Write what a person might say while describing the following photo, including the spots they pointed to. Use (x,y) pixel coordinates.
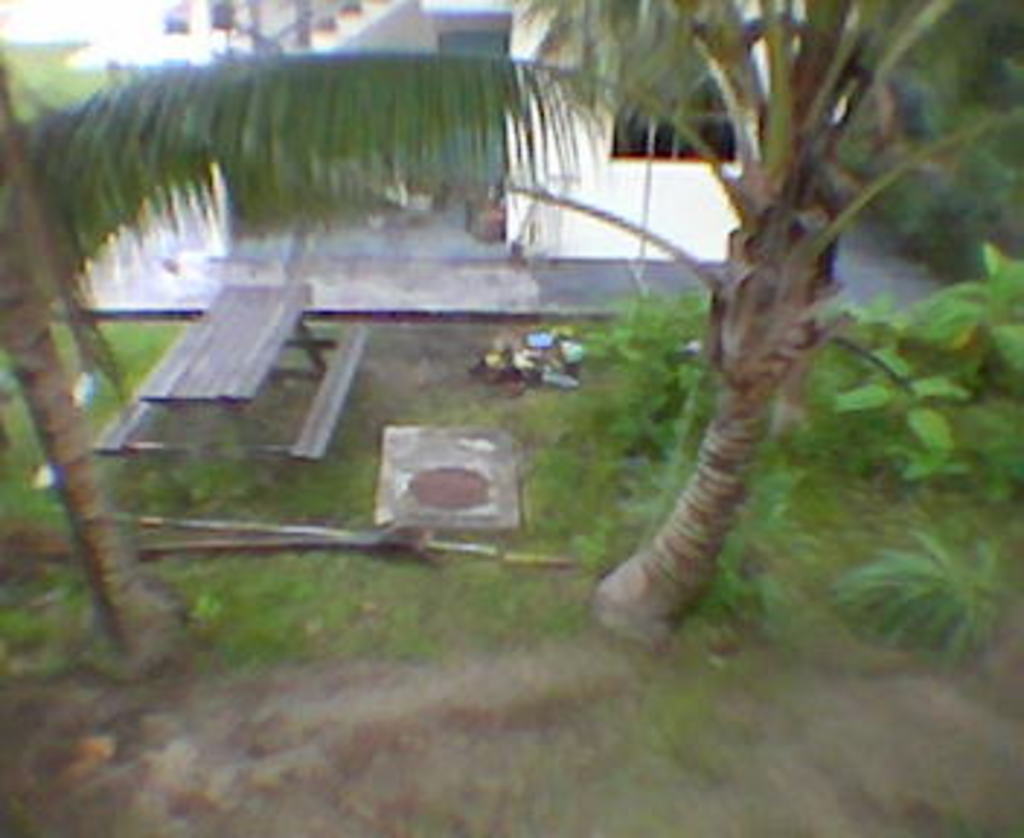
In the picture we can see a grass surface (213,697) and on it we can see benches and table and near it we can see some plants (831,385) and two coconut trees (339,68) and beside the grass surface (981,718) we can see a house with window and beside it we can see steps (368,30) with railing (366,32) to it and besides the house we can see plants (882,90).
